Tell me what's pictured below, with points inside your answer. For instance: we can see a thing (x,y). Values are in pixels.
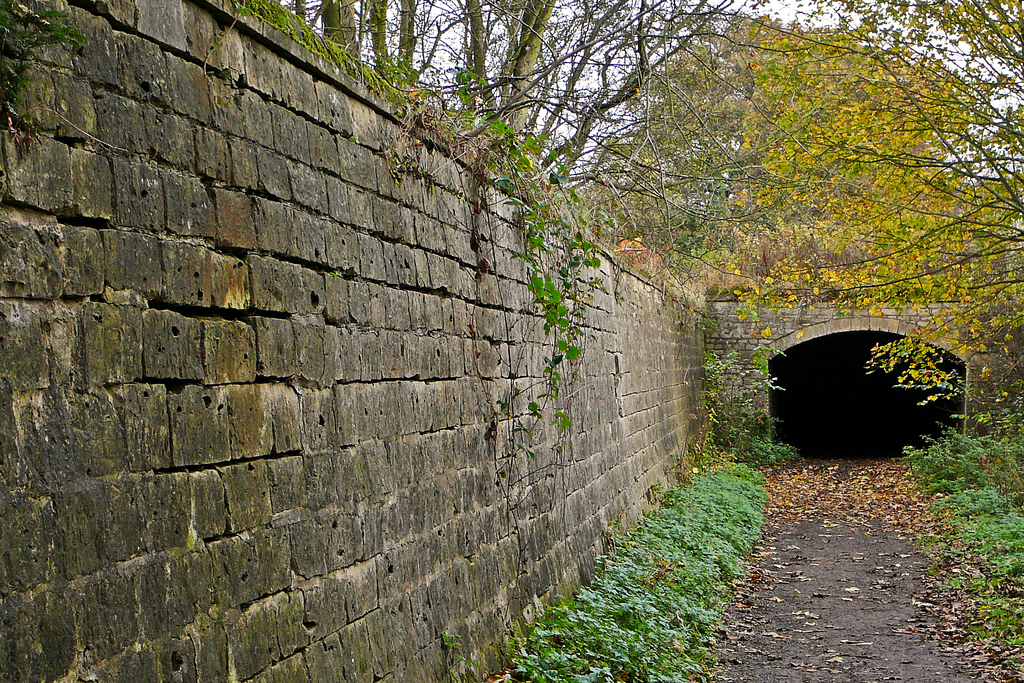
In this image we can see a wall (575,406), an arch (852,321), few trees (924,350), plants (967,506) and the sky (781,2) in the background (981,149).
